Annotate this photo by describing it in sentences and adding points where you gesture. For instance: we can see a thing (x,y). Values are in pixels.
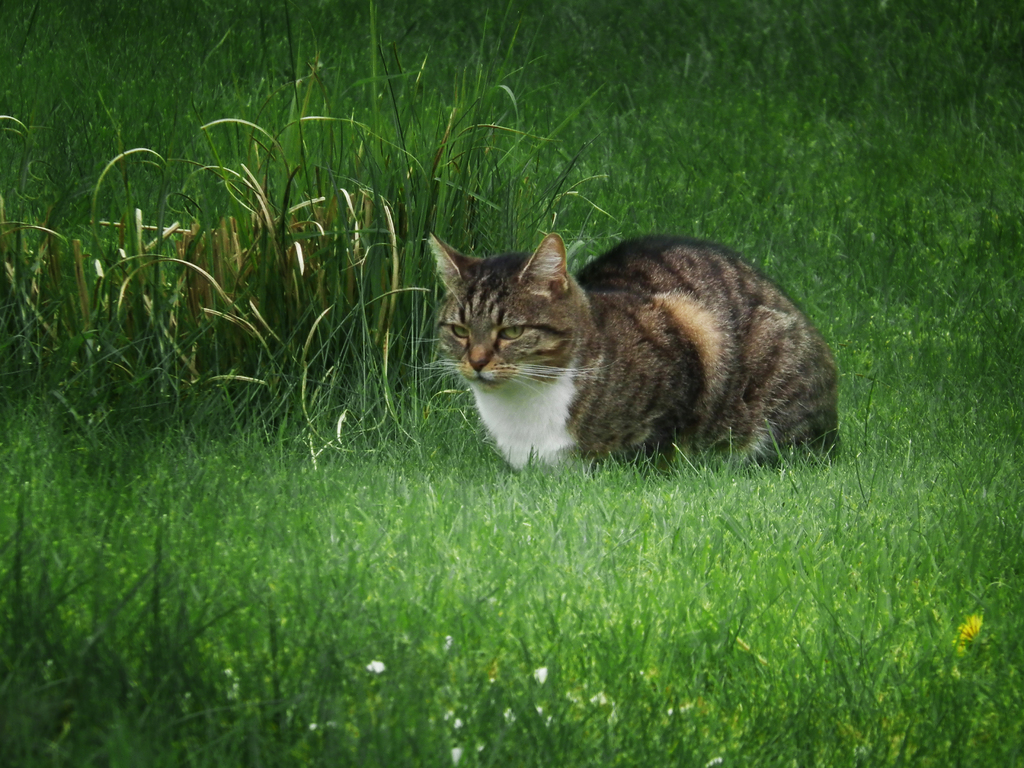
In this image I can see in the middle (534,446) there is a cat (544,437) in the grass (558,583).
